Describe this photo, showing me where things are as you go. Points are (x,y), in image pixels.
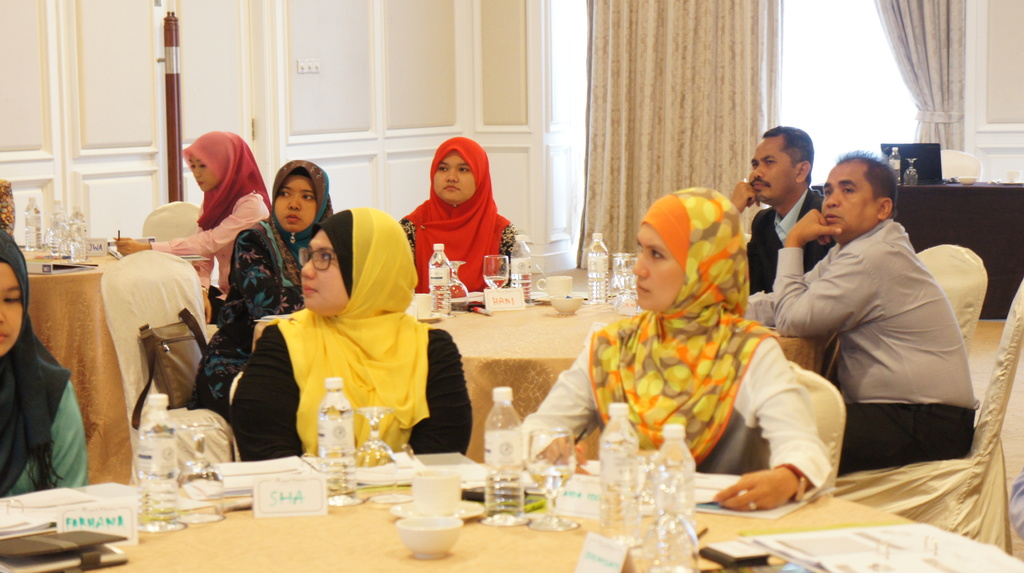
In the image we can see there are people (481,286) who are sitting on chair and on table (498,535) there is water bottle (623,446), cup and pamphlets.
